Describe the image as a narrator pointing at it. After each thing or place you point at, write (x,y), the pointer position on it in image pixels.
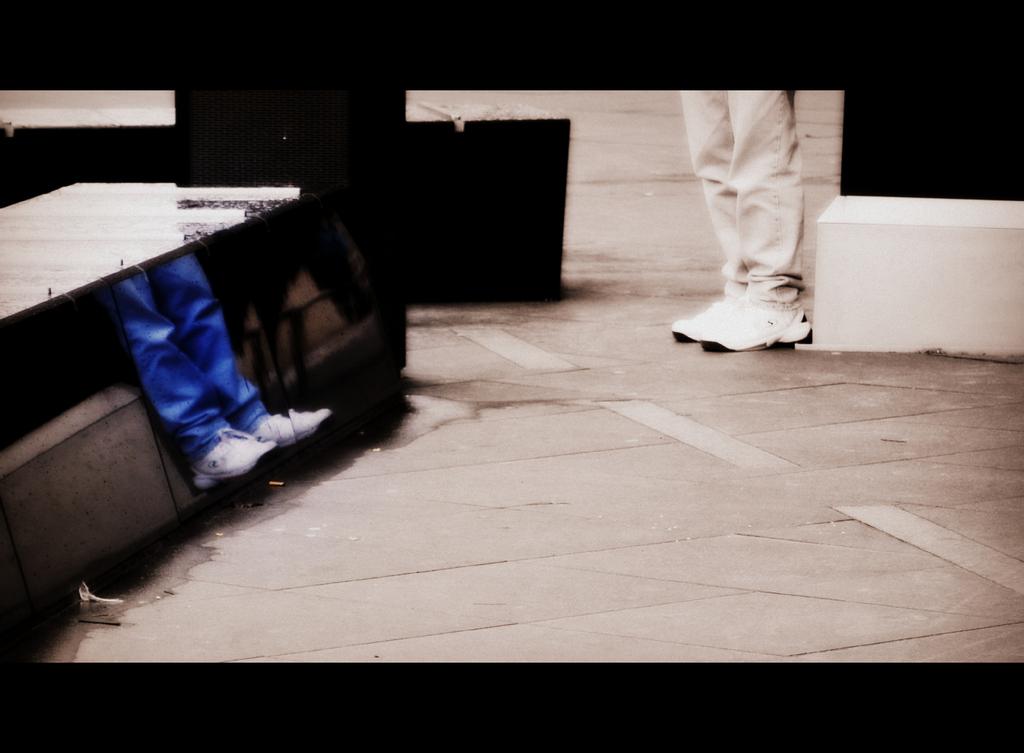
On the left side of the image (198,225) we can see one white color object (95,233). Below the object (82,245), we can see two human legs (221,399) wearing shoes (240,449). In the center of the image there is a wall (256,155), one white color solid structure (883,284), human legs (755,214) and a few other objects (488,209). And we can see the black color border (573,76) at the top (590,21) and bottom of the image (625,691).
